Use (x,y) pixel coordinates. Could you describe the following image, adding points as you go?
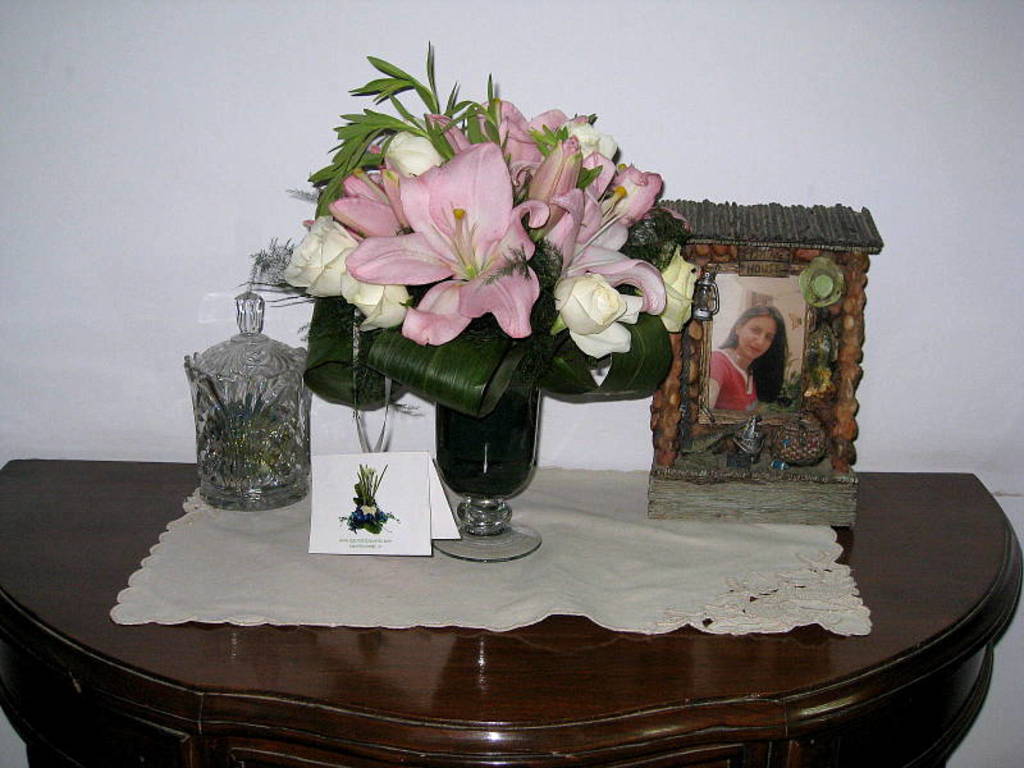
In the picture I can see flower vase (475,408), a jar (210,426), card (345,504), photo frame (669,513) and the cloth (330,582) are placed on the wooden table (563,663). In the background (975,373), I can see the white color wall (564,439).
